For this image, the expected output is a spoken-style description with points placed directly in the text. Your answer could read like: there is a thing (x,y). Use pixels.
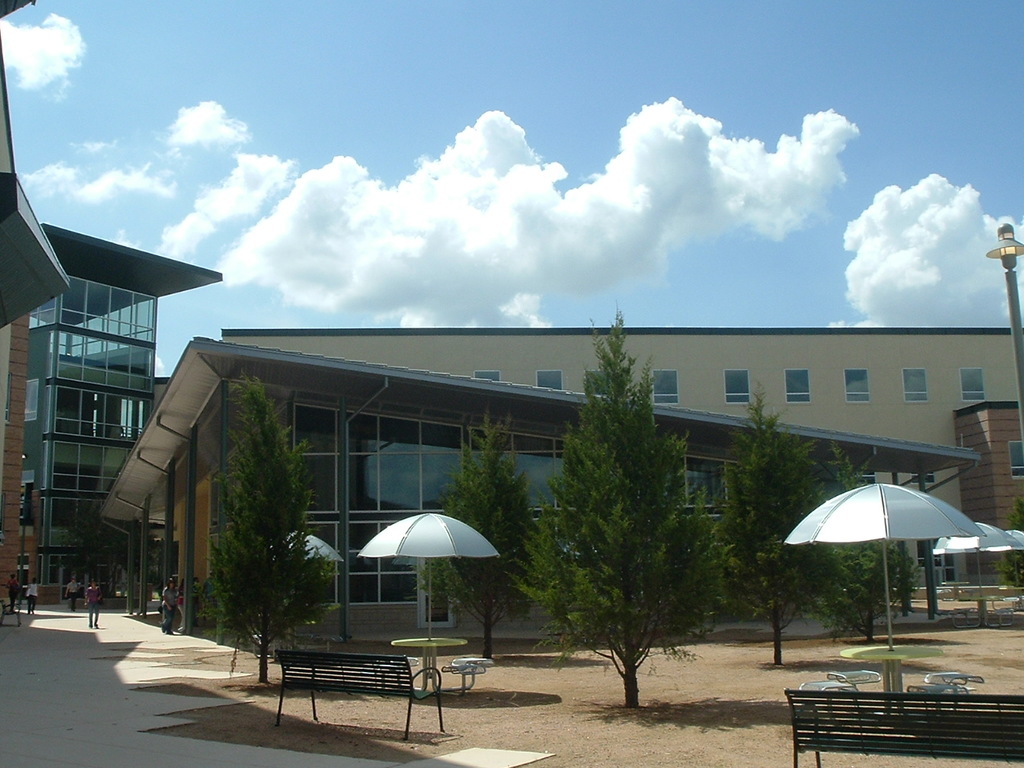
In this image I can see the floor (85,707), the ground (585,751), few benches (372,661), few chairs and few umbrellas (483,551) which are white in color. I can see few trees (314,560), few persons (174,590) standing on the ground (53,625) and few buildings (161,437). I can see a pole (1022,386) and the sky (741,198) in the background (543,163).
